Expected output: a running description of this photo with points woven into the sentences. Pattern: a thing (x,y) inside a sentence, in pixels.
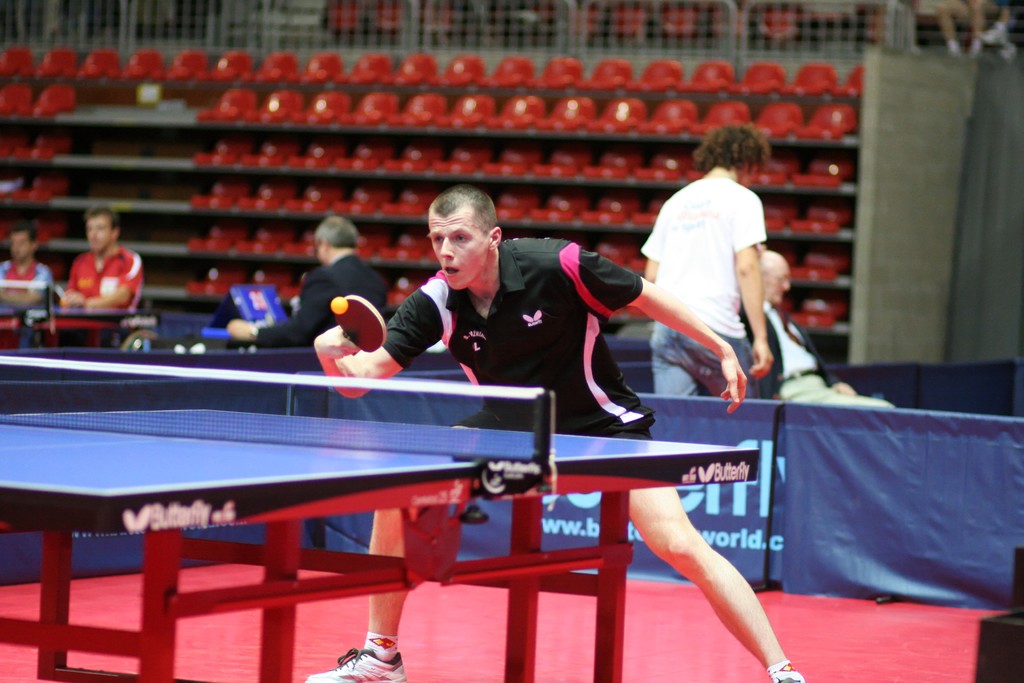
In this picture we can see one player (385,561) playing a table tennis. Here we can see one man (796,326) sitting. Here we can see one man (730,178) walking. This is a red carpet (896,641). This is a blue flexi (777,518).
